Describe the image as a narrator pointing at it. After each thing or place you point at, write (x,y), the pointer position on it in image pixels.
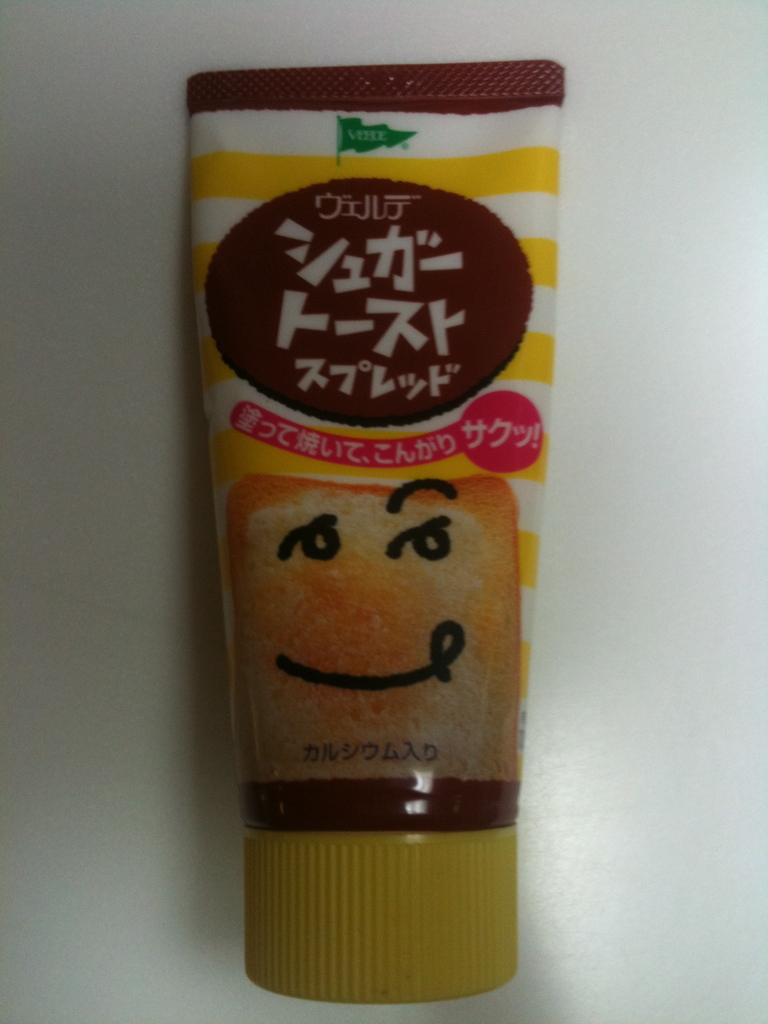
In this picture we can see a tube (456,707), there is some text (354,330) present on the tube (348,296), we can see a white color background (659,390).
